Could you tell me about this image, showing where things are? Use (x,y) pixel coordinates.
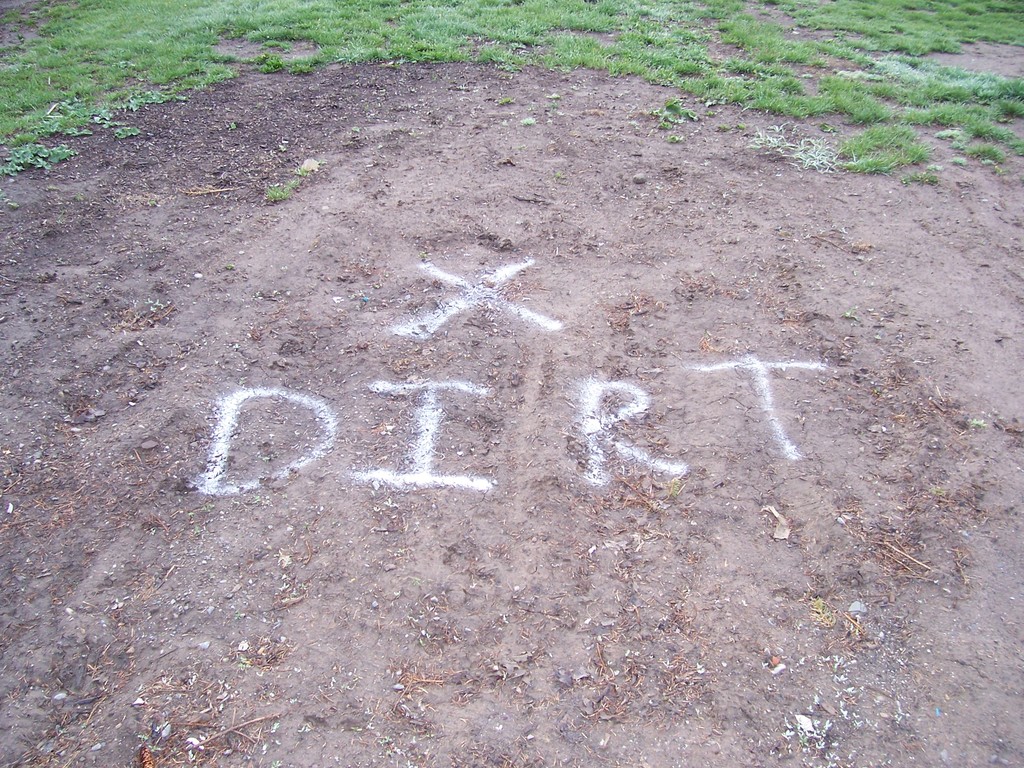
In the image there is a plain land (452,316) and on that it is written as ¨DIRT¨, in front of that land (61,205) there is some grass (936,111).
